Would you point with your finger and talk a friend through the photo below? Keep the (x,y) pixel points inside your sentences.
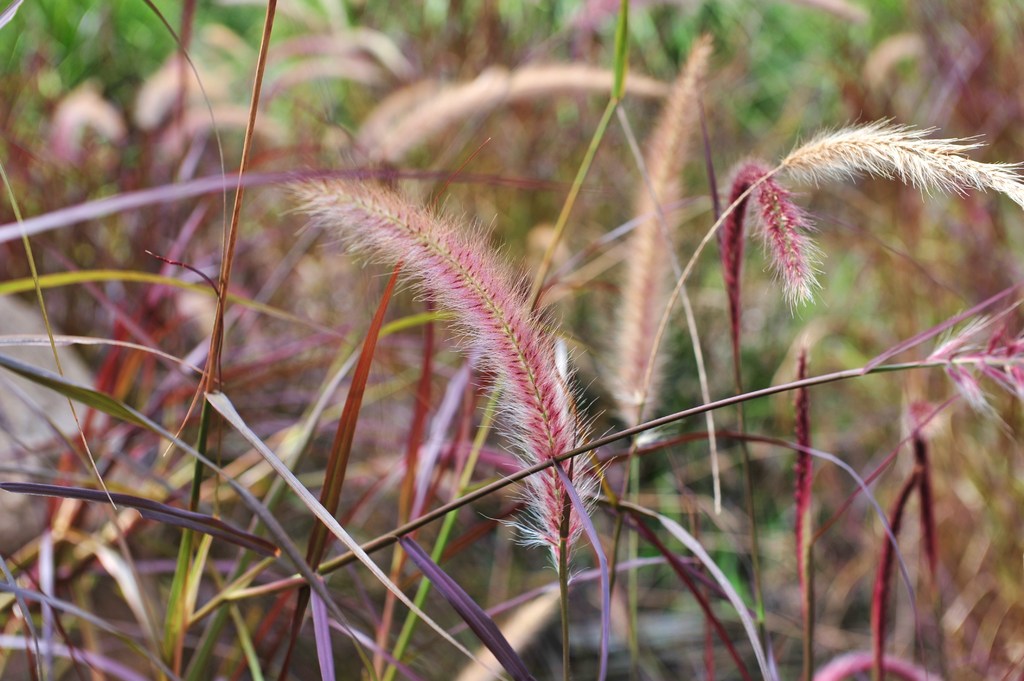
In this picture I can see number of plants (433,327) and I see that it is blurred in the background (600,64).
